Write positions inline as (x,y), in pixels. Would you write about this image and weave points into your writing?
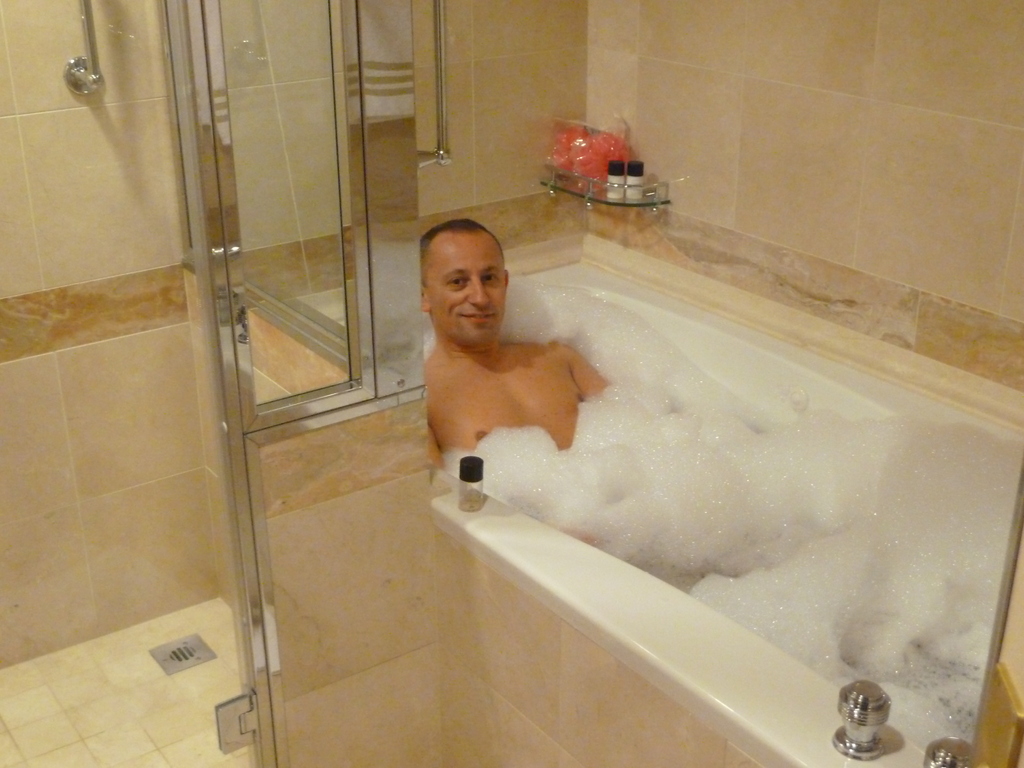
In the foreground of this image (334,395), there is a glass door (129,439) on the left (128,454). In the middle (570,389), there is a man (507,410) in a bathtub (613,282), few objects (615,164) in the bathroom stand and a wall (765,61).
